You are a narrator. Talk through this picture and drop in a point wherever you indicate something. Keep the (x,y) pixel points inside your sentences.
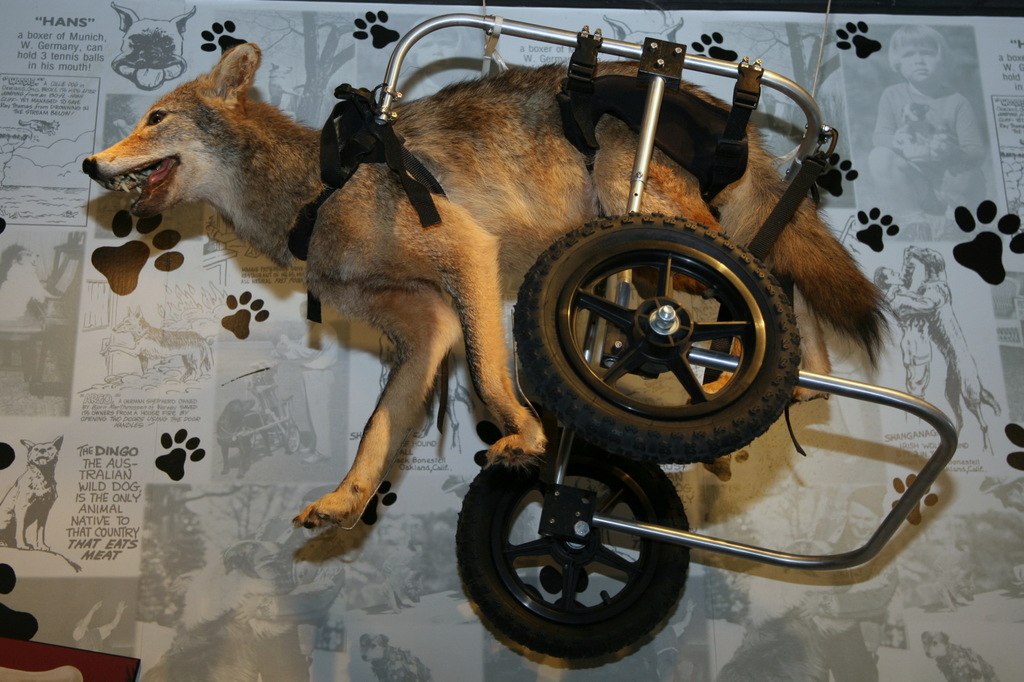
In this image I can see an animal (400,201) which is brown, black and cream in color is tied to the vehicle (768,550). I can see the white and black colored background (221,367) in which I can see few pictures (141,386) of animals (203,332) and persons (902,71).
